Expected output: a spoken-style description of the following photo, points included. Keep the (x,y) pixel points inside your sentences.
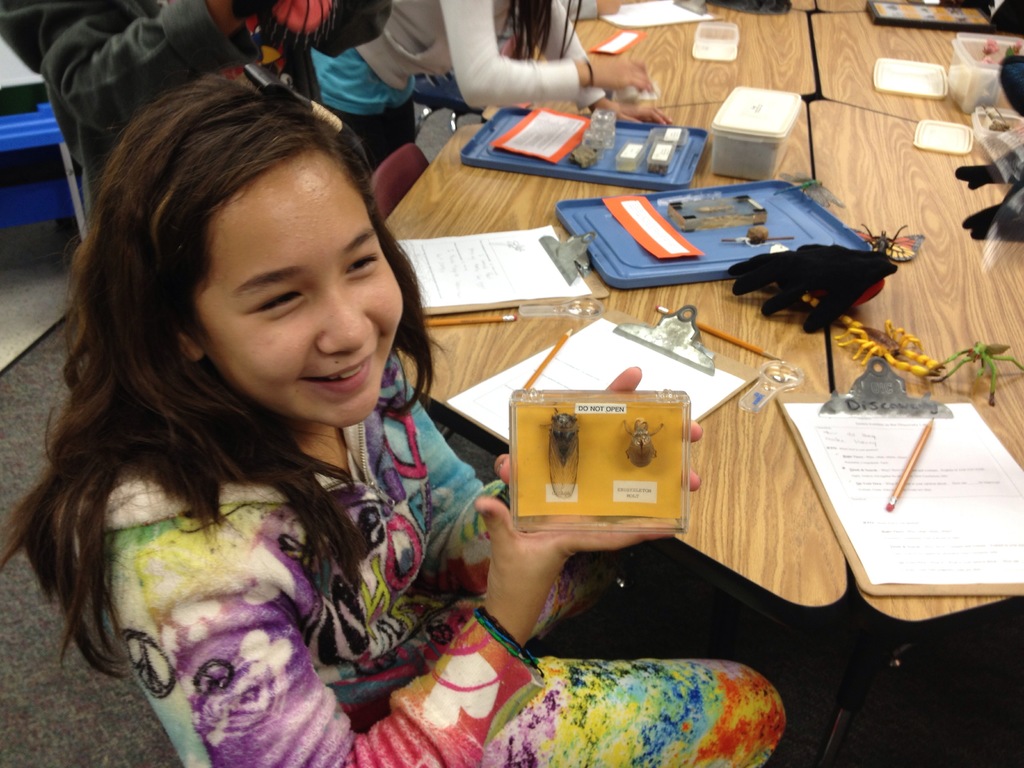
In this picture there is a girl (304,517) holding a biology sample (572,461) in her hands (569,542) and smiling. She is sitting in front of a table (612,350) on which some papers (501,283), pens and some boxes (753,170) were placed. There are some people (363,25) sitting and standing around this tables (836,84).
